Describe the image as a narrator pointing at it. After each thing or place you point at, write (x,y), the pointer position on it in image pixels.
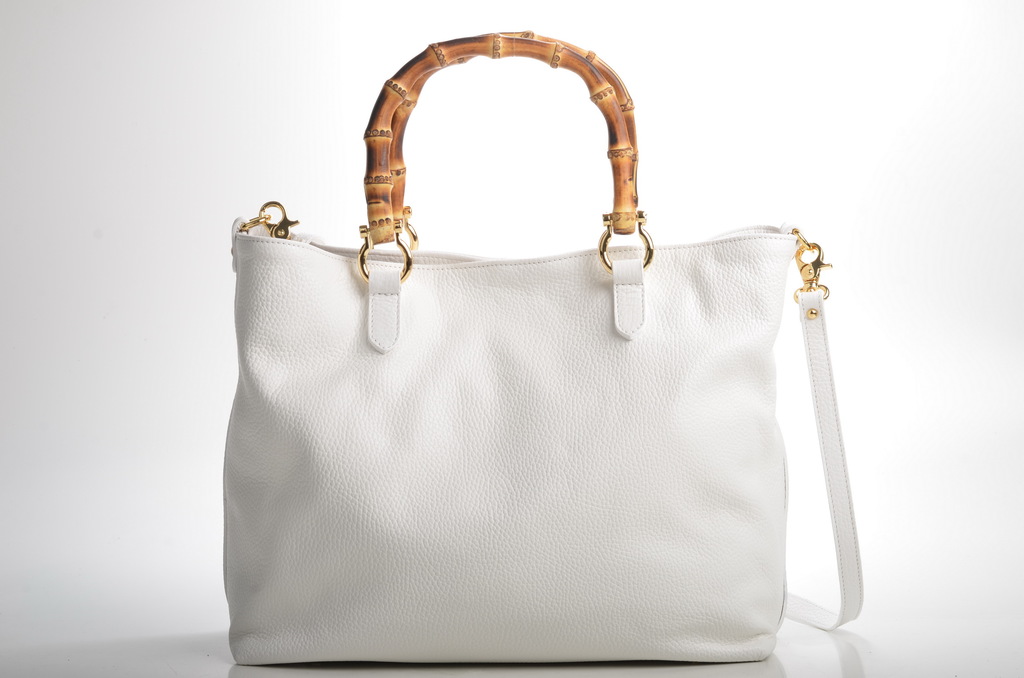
Here we can see a white color handbag (479,421).
